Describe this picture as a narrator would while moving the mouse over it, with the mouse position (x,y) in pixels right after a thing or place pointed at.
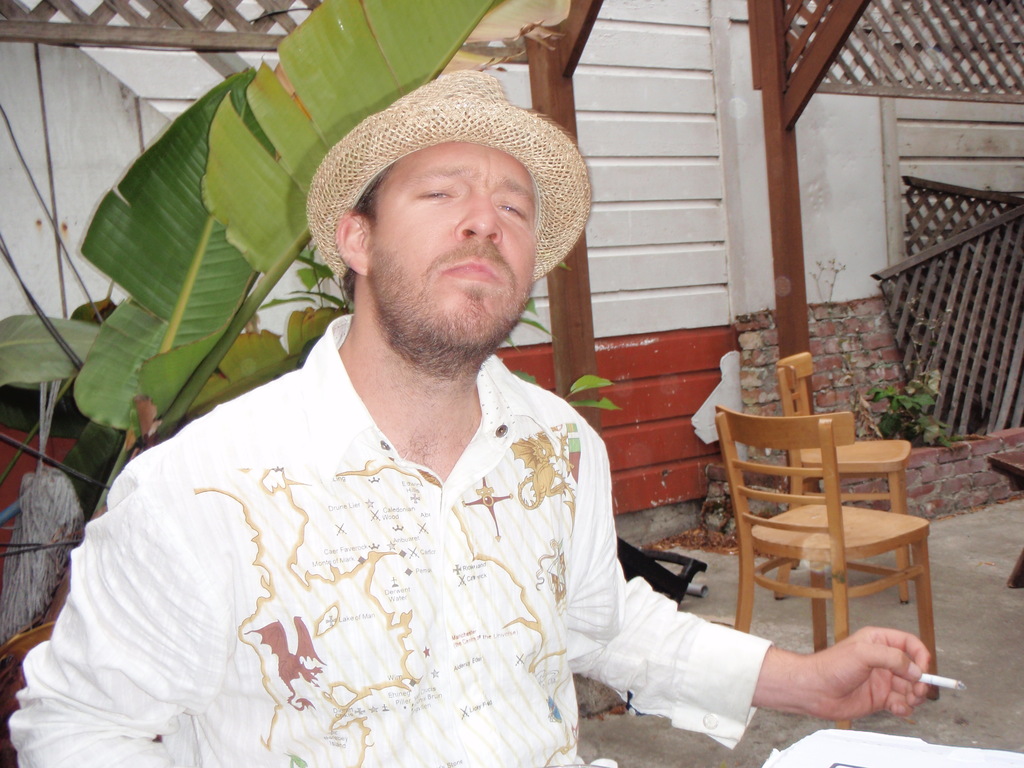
in this picture there is a man (289,617) who is sitting at the left side of the image (168,760) and he is smoking, there is a plant (261,281) at the left side of the image (271,97), there are two chairs (725,424) at the right side of the image (751,536).
